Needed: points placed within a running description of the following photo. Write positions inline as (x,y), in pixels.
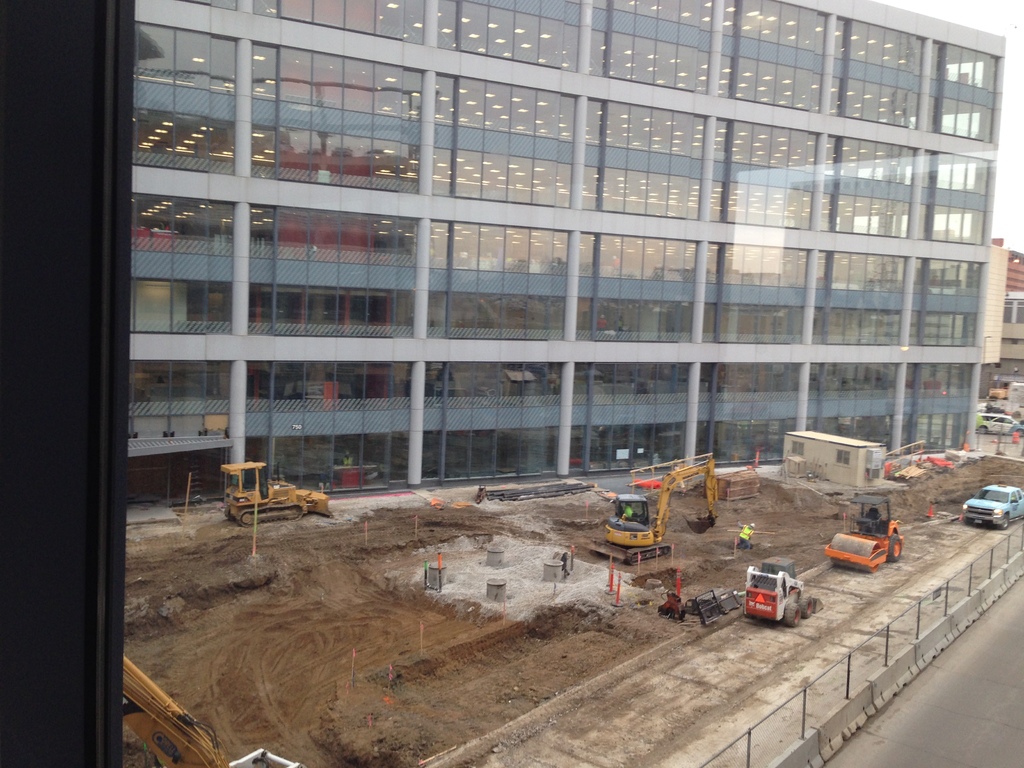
In this image we can see a building (774,325). We can see the pillars (815,264) and glasses (753,405) of the building (786,312). Through the glasses (594,177) we can see a group of lights (505,169) inside the building (423,228). In front of the building (648,452) we can see few vehicles (1010,509) and a fencing (997,578). On the left side (27,223), we can see a wall (62,32). On the right side (1014,418), we can see few vehicles (990,422) and a building (1012,281). On the top right (995,20), we can see the sky (942,17).
